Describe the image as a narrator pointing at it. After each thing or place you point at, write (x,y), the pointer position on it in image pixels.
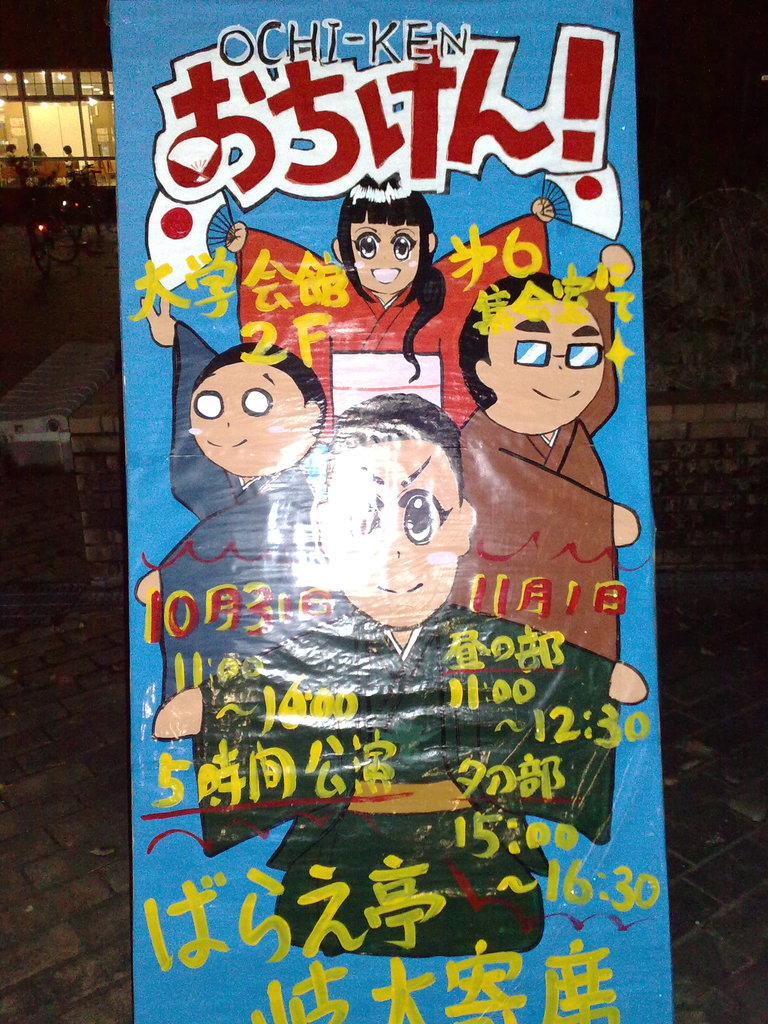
In this picture we can see a poster (644,989), on this poster (215,1009) we can see some images (561,576), some text (578,594) and in the background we can see people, lights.
